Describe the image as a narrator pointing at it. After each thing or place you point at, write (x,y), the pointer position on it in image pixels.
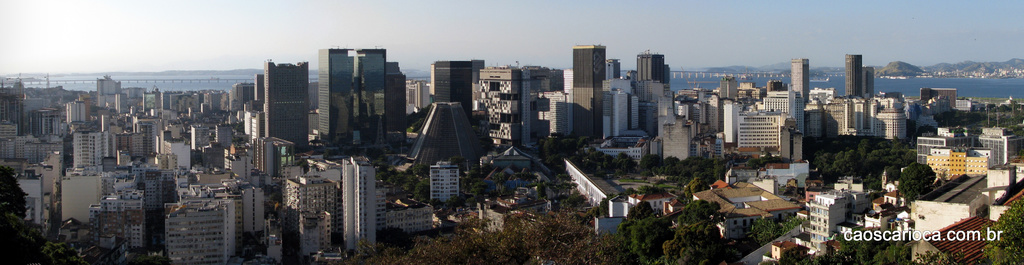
In this image there are buildings (315,127), trees (805,148), water (904,82), hills (918,74), bridge (145,79), sky (204,66) and objects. At the bottom right side of the image (952,233) there is a watermark (952,233).
